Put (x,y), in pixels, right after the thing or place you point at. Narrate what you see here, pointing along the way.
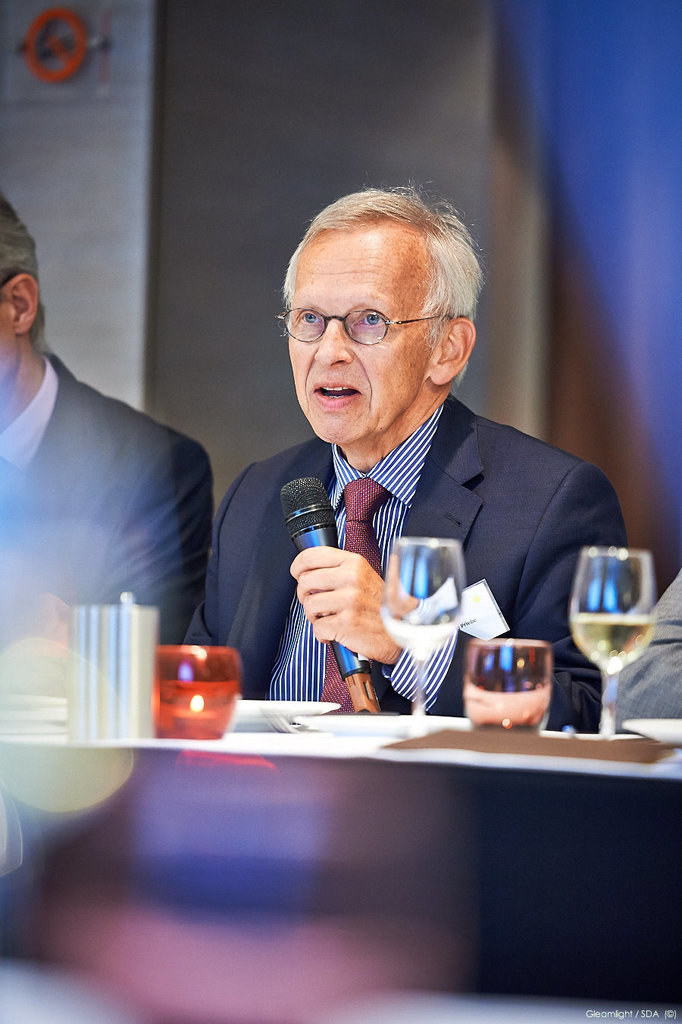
There is a man (361,504) who is talking on the mike (320,504). He has spectacles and he is in a suit (497,507). Besides him there is a person (103,431). This is table (424,753). On the table (534,798) there are glasses (639,622).
